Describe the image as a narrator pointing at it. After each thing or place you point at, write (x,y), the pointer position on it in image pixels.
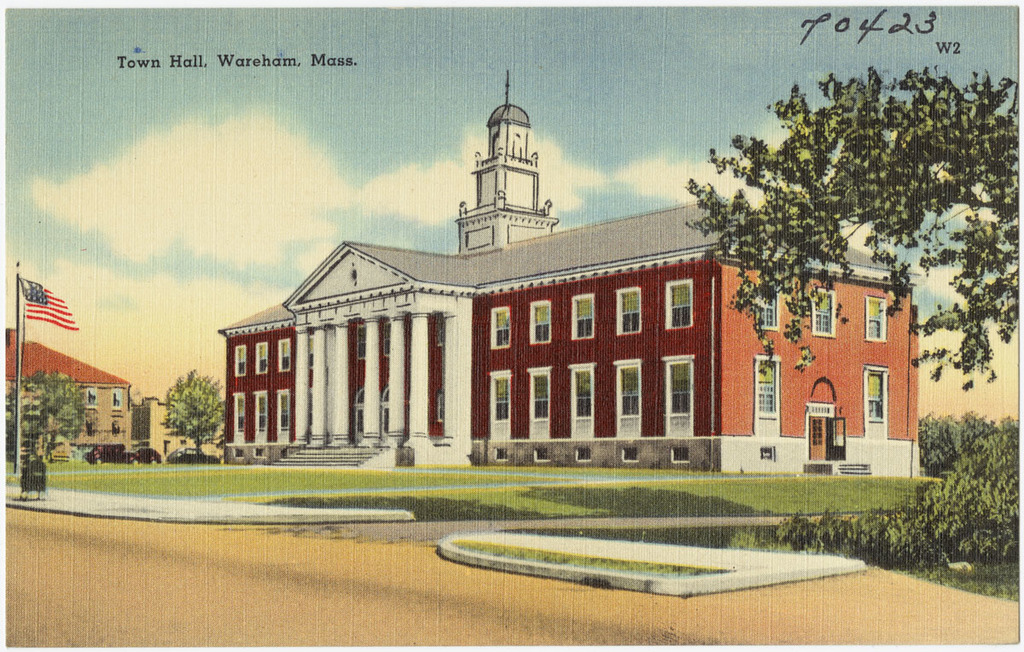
In this picture we can see some grass (539,511) on the ground (587,525). There are plants (906,542), trees (902,184), vehicles (174,454), buildings (125,442), a flag (61,323) on a pole (19,387), other objects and the cloudy sky (208,213). We can see the text (354,58) and numbers (875,29) on top (859,30).
